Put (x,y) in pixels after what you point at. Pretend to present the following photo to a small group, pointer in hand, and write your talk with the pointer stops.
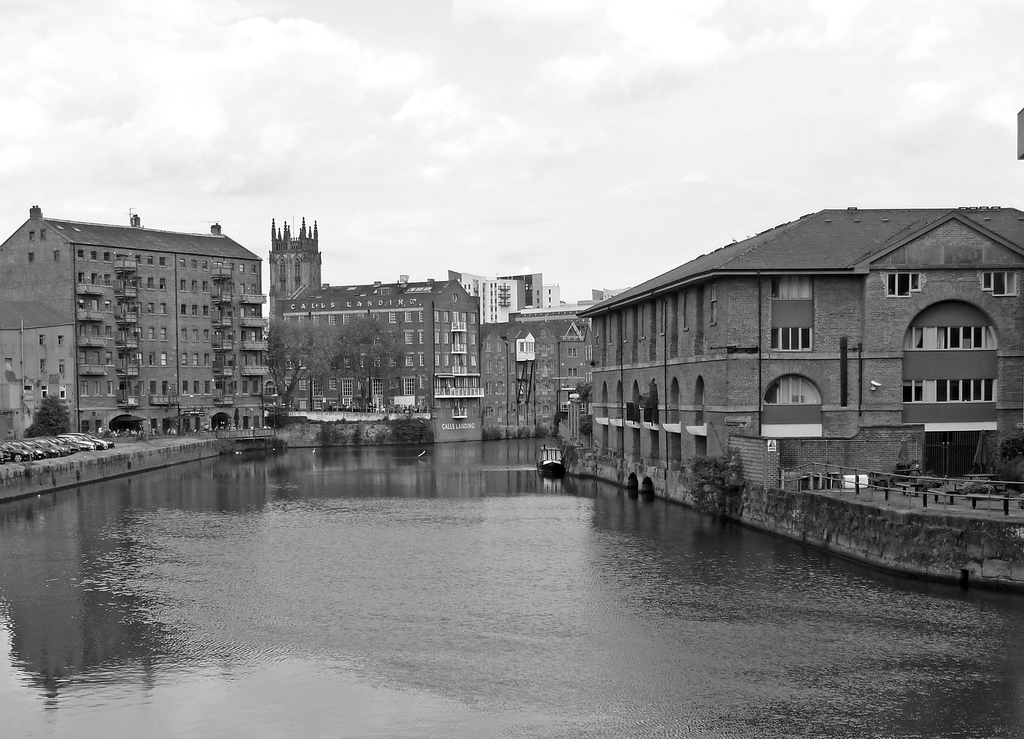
This picture is clicked outside. In the center (462,470) we can see a water body (503,596). On the right (936,498) we can see some objects (992,493) seems to be the tables (920,493). On the left (89,443) we can see the group of vehicles (64,437) and we can see the buildings (385,305), windows (796,330), doors (935,452) and the deck rails (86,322) of the buildings (453,399). In the background (317,144) we can see the sky (521,84) which is full of clouds (470,144) and we can see the plants (46,412) and tree (58,407) and some other objects (573,404), we can see an object (549,472) in the water body (550,535).
